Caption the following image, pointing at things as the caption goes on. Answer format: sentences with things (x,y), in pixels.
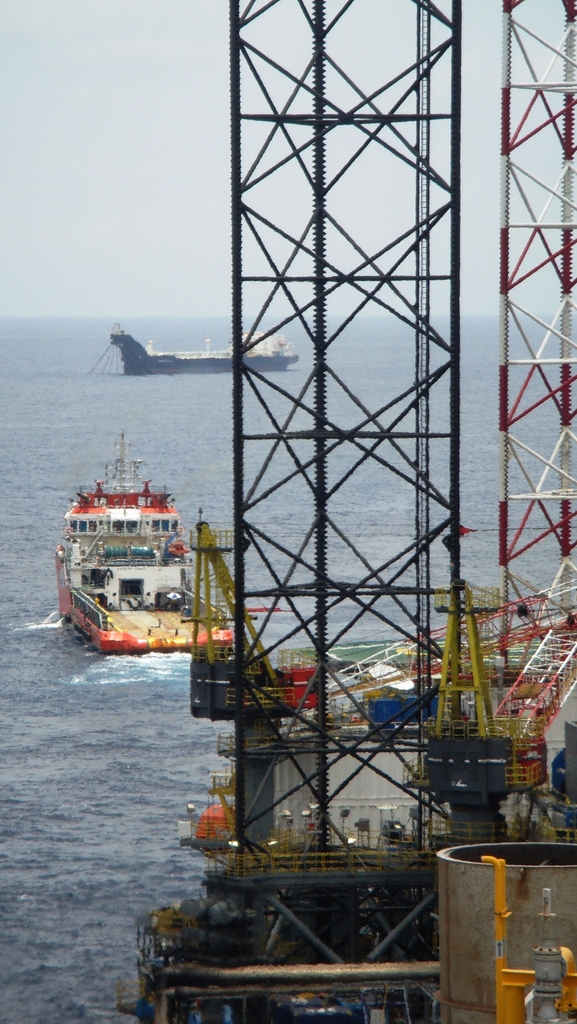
In this image I can see two ships (132,483) on the water (53,715). On the right side (389,975) there is a gas field (350,711). At the top of the image (110,160) I can see the sky (144,160).
